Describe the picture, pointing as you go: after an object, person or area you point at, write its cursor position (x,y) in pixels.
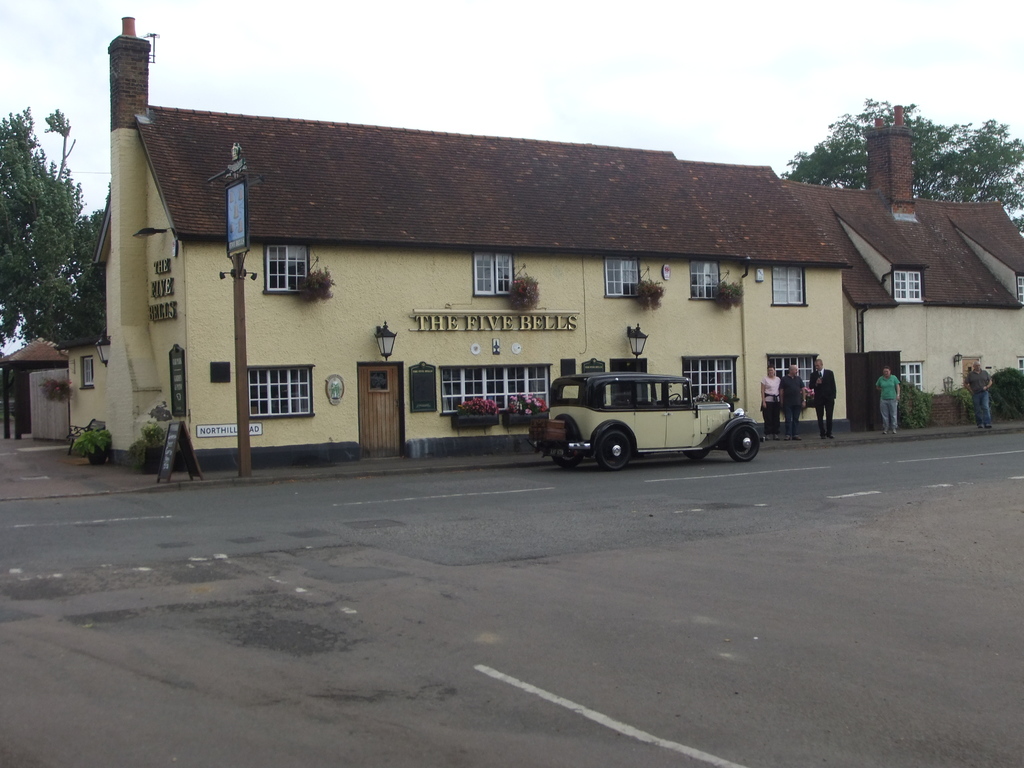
In the foreground of the image (550,524) we can see the road (541,738). In the middle of the image (498,384) we can see a house (485,259), a car (634,419), trees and some persons (834,398), two persons (823,405) are making conversation between them. On the top of the image (656,82) we can see the sky (329,59).
